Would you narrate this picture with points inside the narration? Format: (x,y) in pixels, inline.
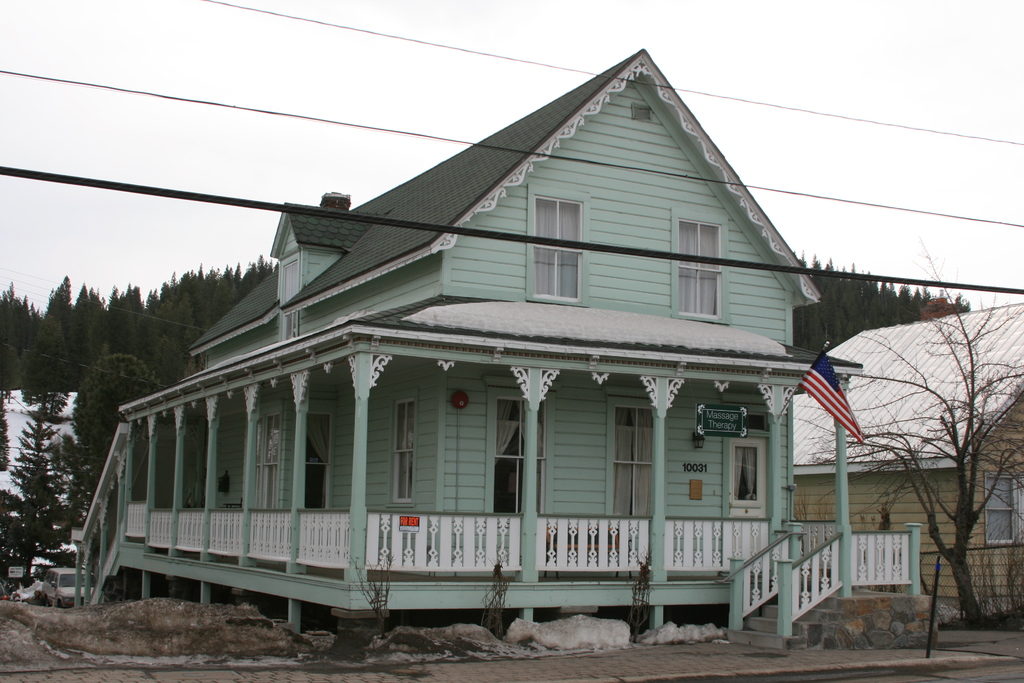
In this image we can see houses (387,569), windows (628,476), curtains (641,484), doors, flag (814,393), board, trees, poles (836,476) and roofs (825,457). In the background (51,476) there is a building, vehicles (49,592), trees (67,457), electric wires (528,151) and sky (497,93).
